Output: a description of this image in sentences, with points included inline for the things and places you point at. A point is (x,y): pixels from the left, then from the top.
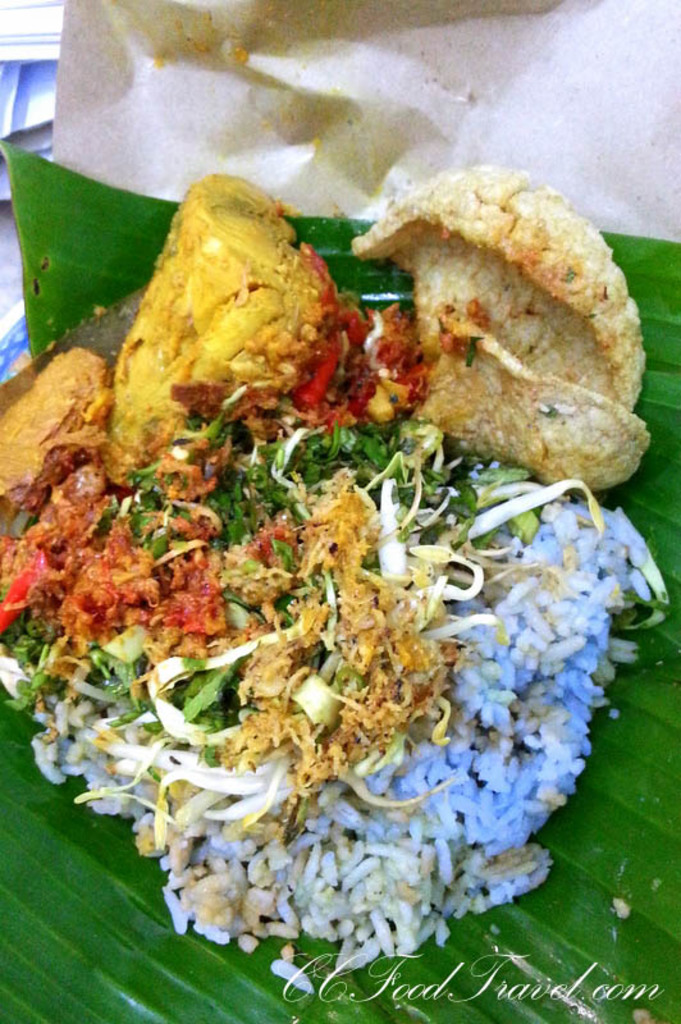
In this image there is a banana leaf (265,987) on which there is rice (505,705), green leaves (265,473) and some food stuff (313,499). Banana leaf (632,279) is on paper (265,71).
